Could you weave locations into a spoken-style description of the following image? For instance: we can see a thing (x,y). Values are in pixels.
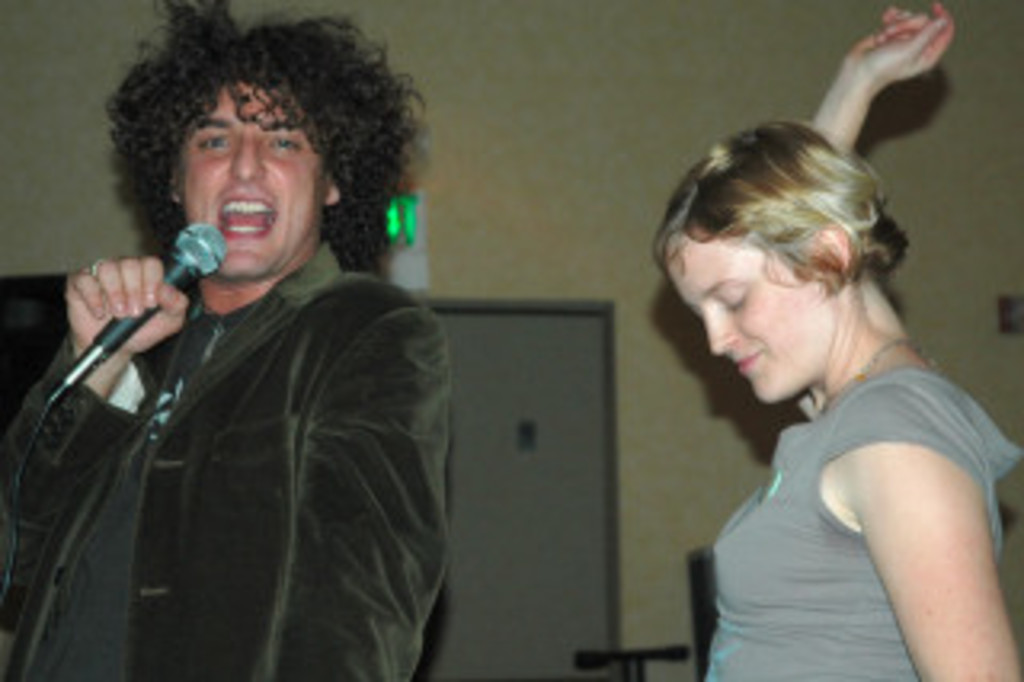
In this image we can see a man (191,335) holding the mike (217,231). We can also see a woman (841,380) smiling. In the background (420,230) we can see the green color object (402,215) with the light (411,201) attached to the plain wall (691,120). We can also see the door (521,564).
